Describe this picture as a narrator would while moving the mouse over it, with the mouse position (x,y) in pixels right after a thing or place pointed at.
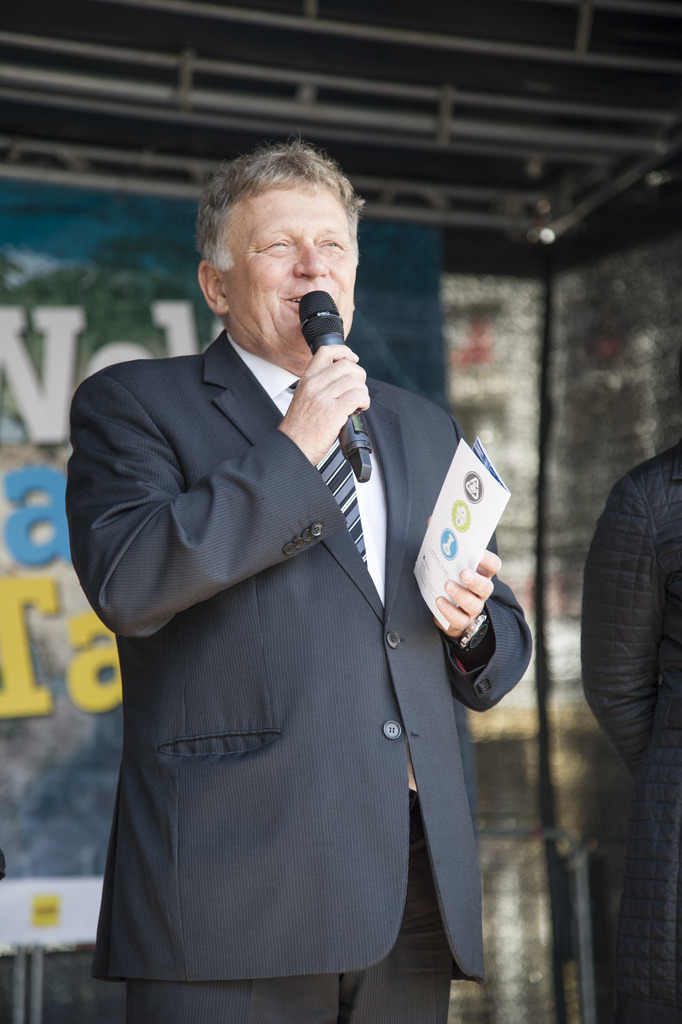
In this image we can see a person (227,626) wearing blazer (226,572) is holding a mic (317,341) and speaking.
